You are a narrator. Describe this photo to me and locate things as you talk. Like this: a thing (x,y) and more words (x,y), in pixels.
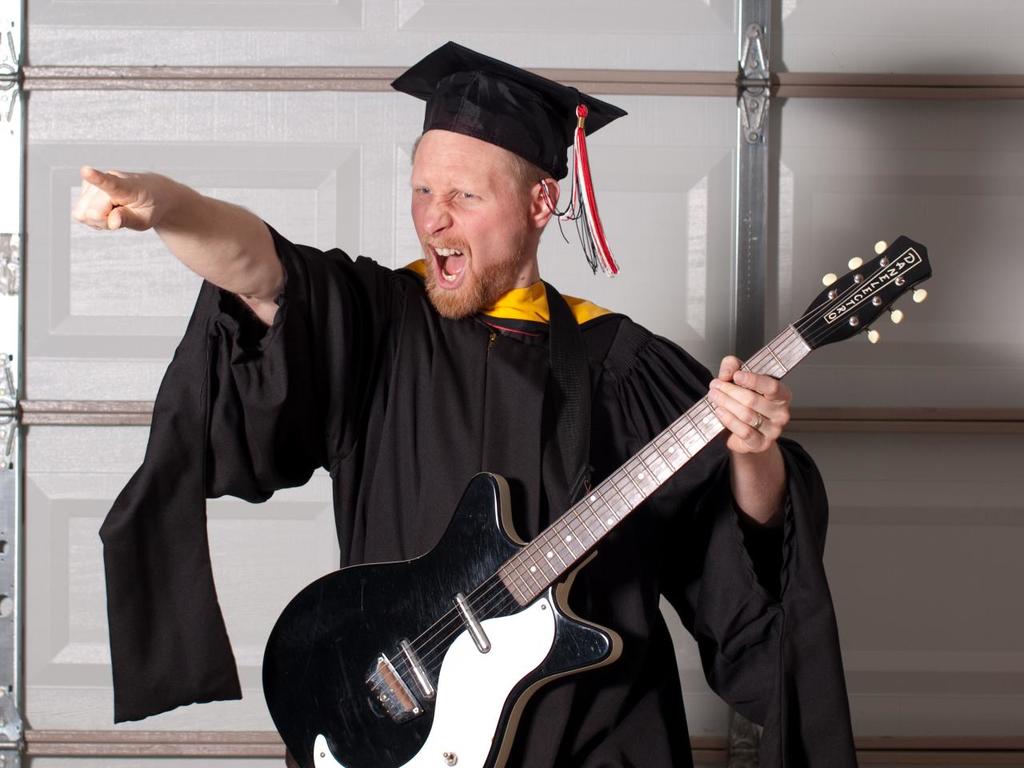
In the picture there is a person (525,331) wearing a black costume (606,323) with a guitar (679,446) in his hands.
